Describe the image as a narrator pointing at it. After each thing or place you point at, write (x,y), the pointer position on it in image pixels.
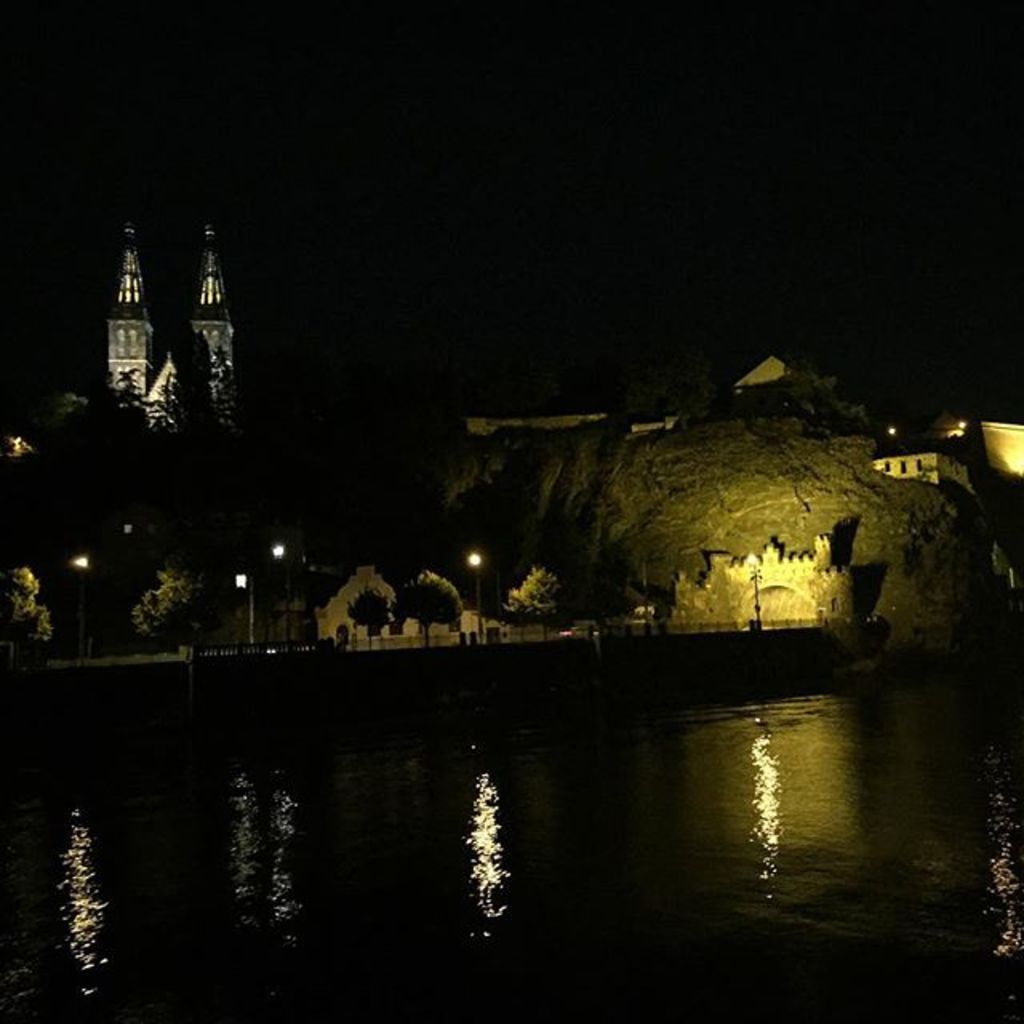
In this image we can see there is water (517,894) at the bottom (550,856). In the middle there is a road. In the background (138,333) it looks like a tower (142,319). There are few lamp poles (287,614) on the road (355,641). On the right side (688,480) it looks a rock (715,499). Beside the rock (860,453) there are buildings (997,443).
